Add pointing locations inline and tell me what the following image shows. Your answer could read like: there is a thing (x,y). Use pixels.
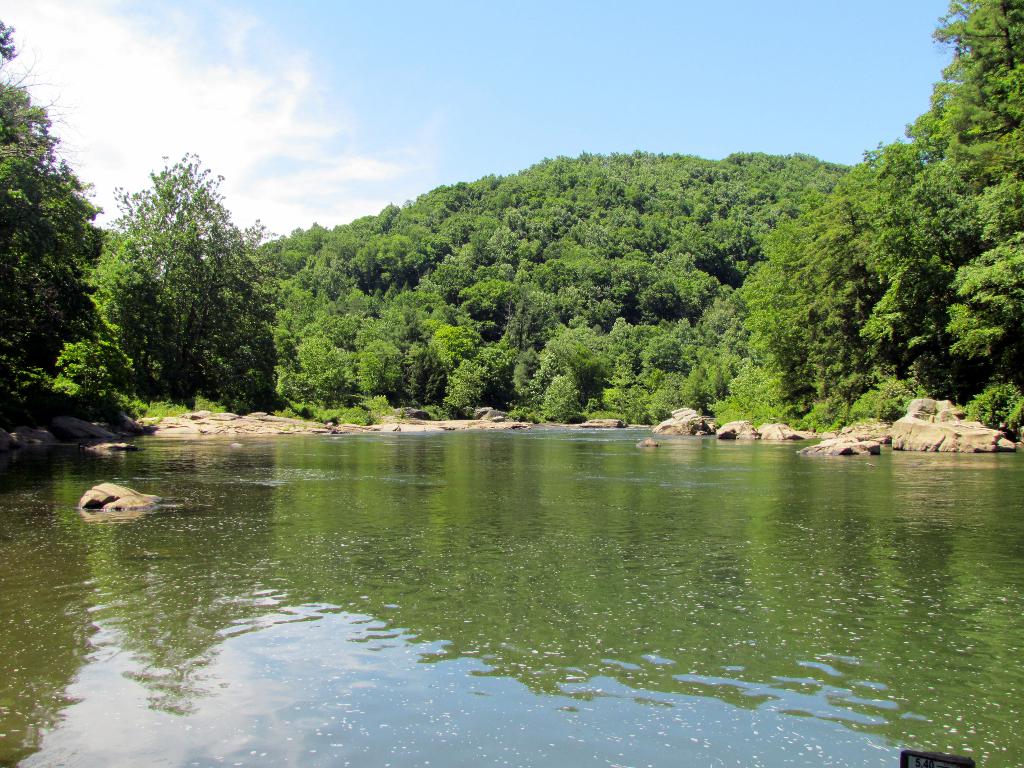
In this image there is a river (614,440), in that river (220,439) there are stones (677,419) and trees (350,331) and in the background (471,206) there is a mountain (437,216) covered with trees (521,242) and a blue sky (459,108).
